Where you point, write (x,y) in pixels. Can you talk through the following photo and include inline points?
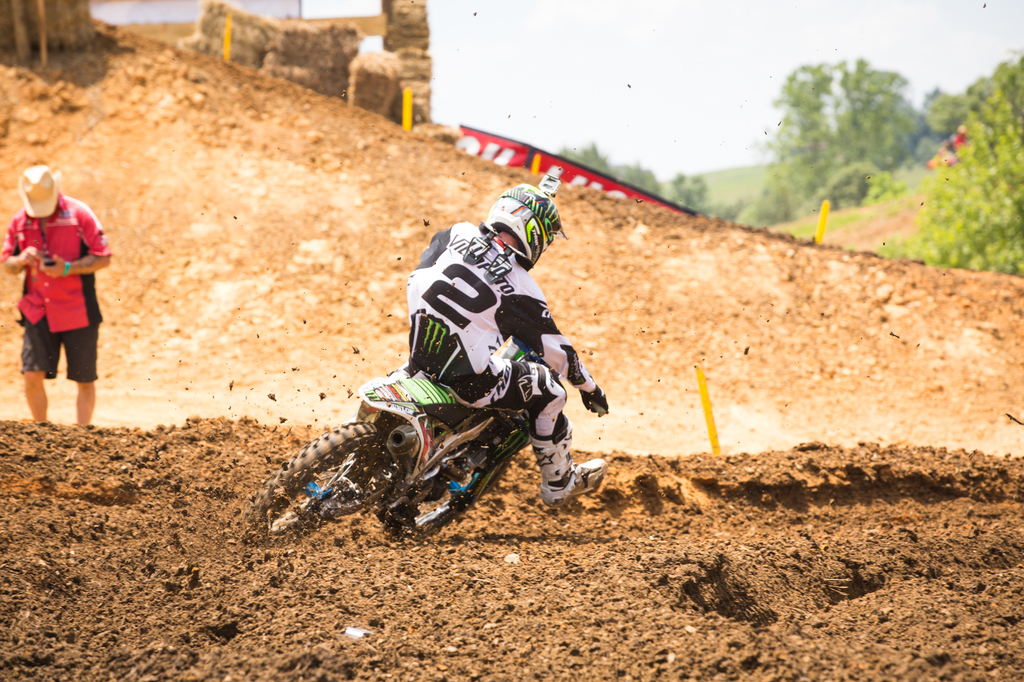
There are two people (436,353) in the picture, the one is with red shirt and black short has a hat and the other one is riding the motorbike (454,403) in the sandy way (620,509). This man (541,221) has a helmet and a jacket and also some trees (858,155) over there.
